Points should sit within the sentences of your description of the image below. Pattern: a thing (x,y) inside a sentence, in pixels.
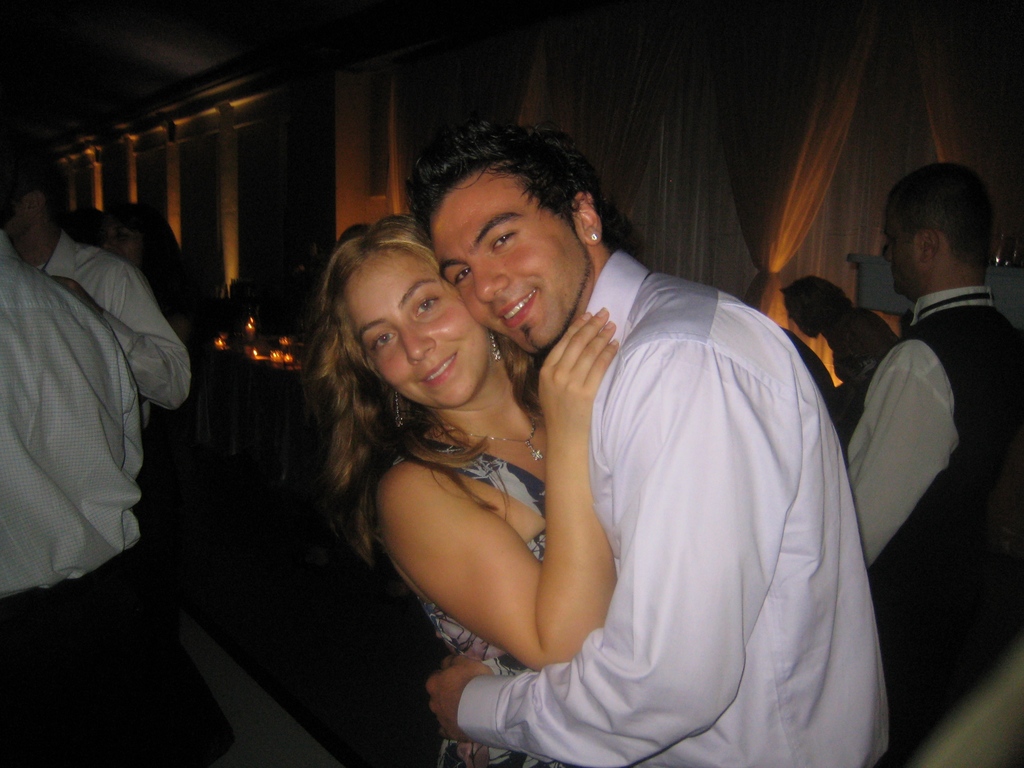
In this image there is a couple (542,474) standing and hugging each other with smile. On the right (937,356) and left of them there are a few people (884,350) standing. In the background (493,118) there is a wall (356,112), curtains (580,88) and some lights (287,362).
